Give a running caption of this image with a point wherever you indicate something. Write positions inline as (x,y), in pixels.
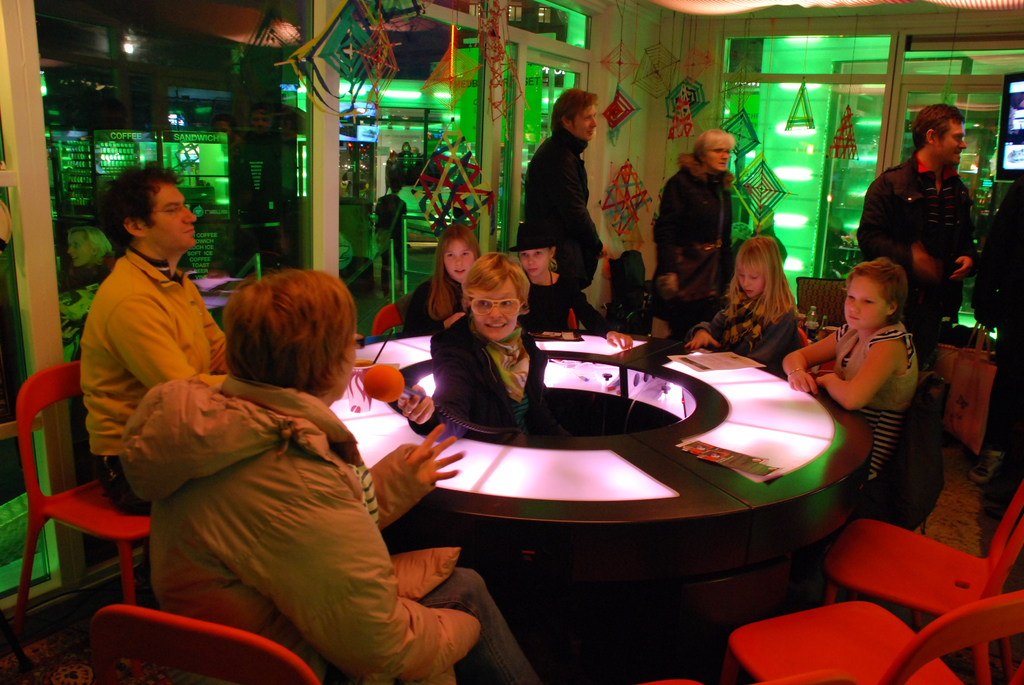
There are kids (880,383), a man (148,292) and a woman (325,454) sitting around the table (564,395) and there is a woman (478,385) in the middle of the table (528,441). The woman (302,505) who sat on the chair (255,672) is talking on the mic (411,388). They all sat in a room (10,181) enclosed with glass walls (167,104) and door (526,153). There are several hangings (805,116) in the room (844,136) and outside the room (290,205) there is building (415,133), stores (212,151) and people (381,216) walking.
